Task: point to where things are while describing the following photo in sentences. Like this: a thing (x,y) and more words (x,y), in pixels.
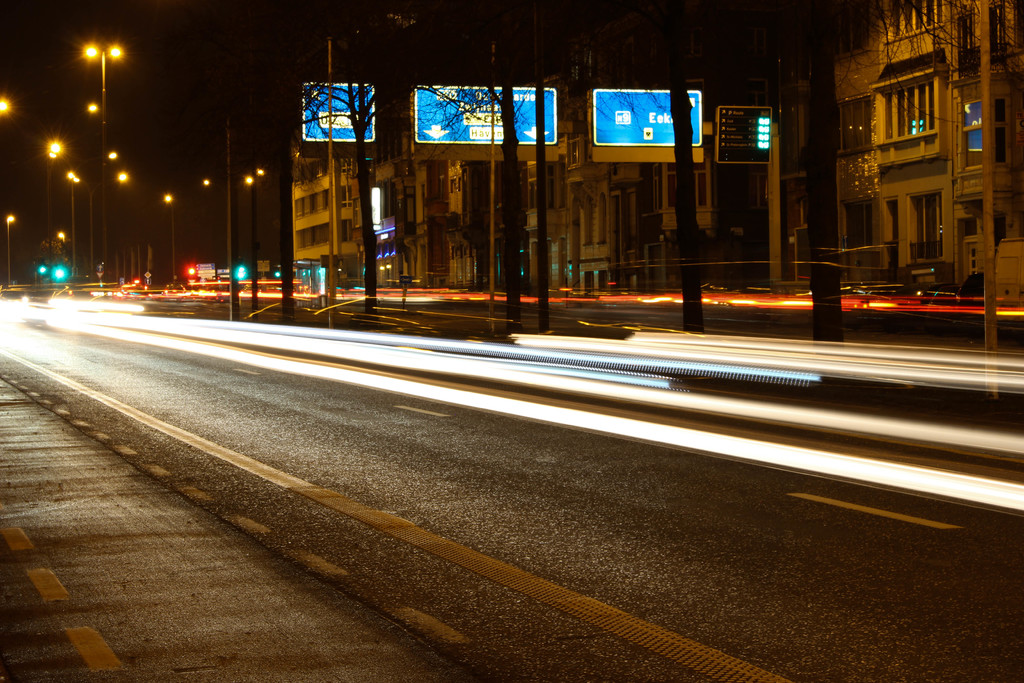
In this image there is a road (446,480) at the bottom (496,516). In the background (652,185) there are buildings (783,235). There are street lights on the footpath (358,313). At the top (522,129) we can see there are boards (525,115) above the road (675,303). On the road (131,362) we can see the reflections (309,349) of the lights (498,356).
